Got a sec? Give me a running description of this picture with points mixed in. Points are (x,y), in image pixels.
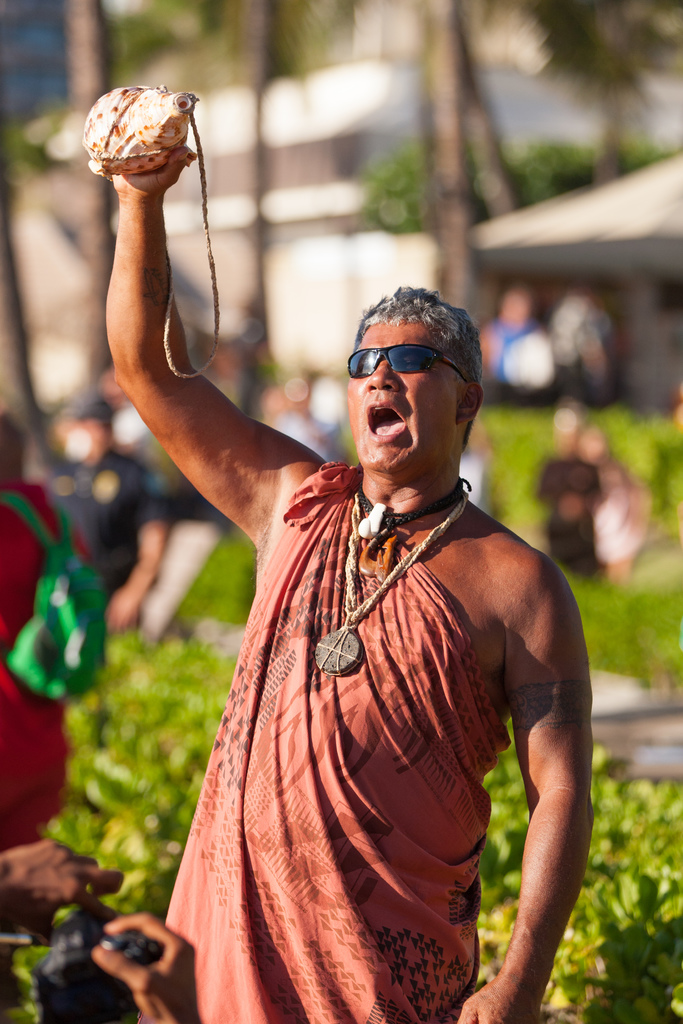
In the foreground (156,382) I can see a person (277,496) is holding a object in hand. In the background (177,523) I can see a crowd (127,619), plants (135,642), houses (241,273) and trees (446,219). This image is taken during a day.
